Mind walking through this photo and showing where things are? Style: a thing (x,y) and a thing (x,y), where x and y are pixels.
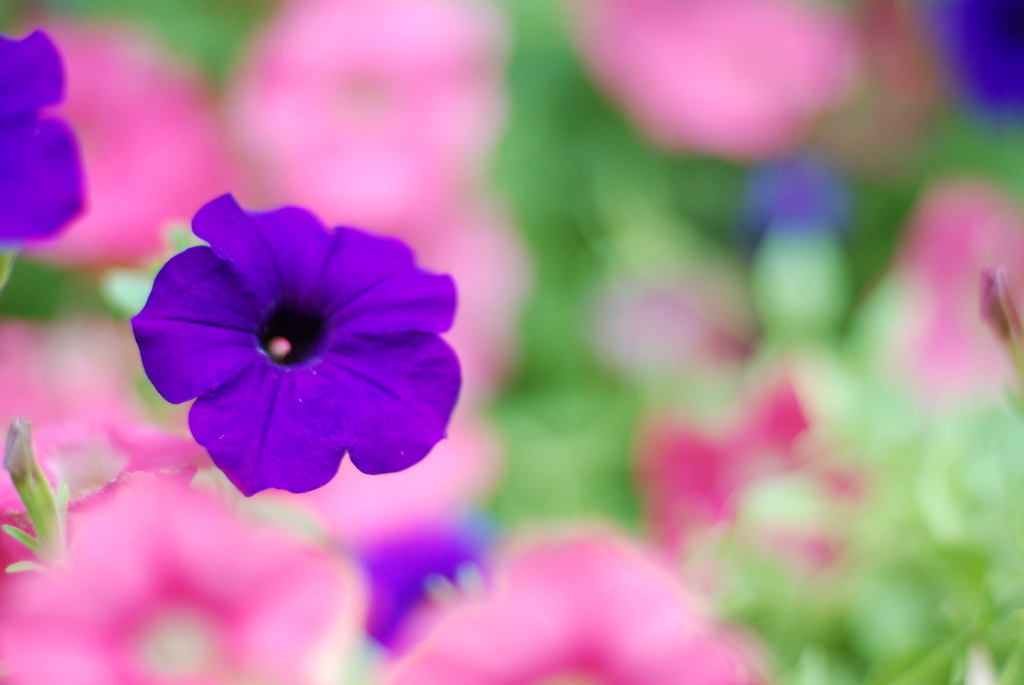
In this picture we can see few flowers (403,445) and plants (906,550).
